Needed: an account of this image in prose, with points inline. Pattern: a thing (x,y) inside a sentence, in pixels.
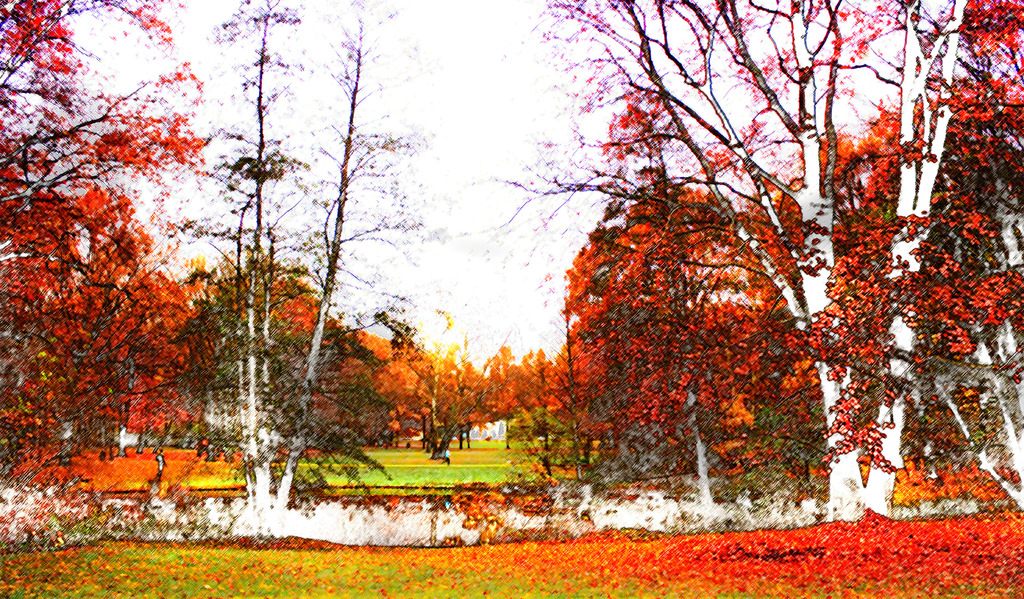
In this image we can see few trees (619,344) and leaves (510,564) on the ground (473,547) and sky (454,190) in the background (486,163).
